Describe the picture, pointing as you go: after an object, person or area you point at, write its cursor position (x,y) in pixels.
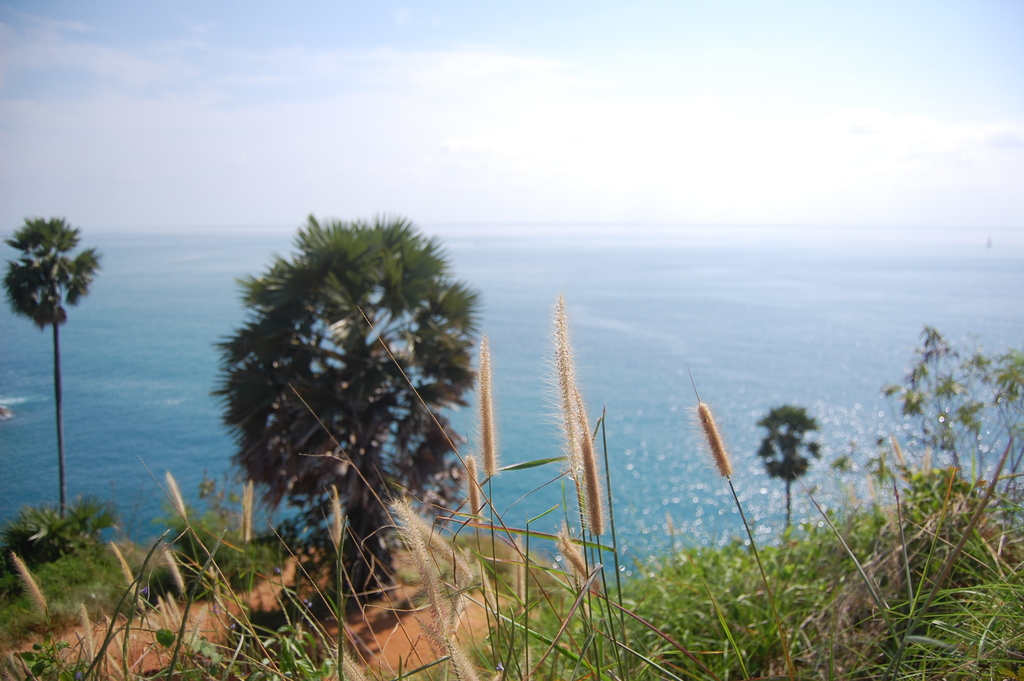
In this picture I can see green grass (654,598) in the foreground (563,602). I can see trees (403,387). I can see water (499,330). I can see clouds (518,111) in the sky (555,112).
